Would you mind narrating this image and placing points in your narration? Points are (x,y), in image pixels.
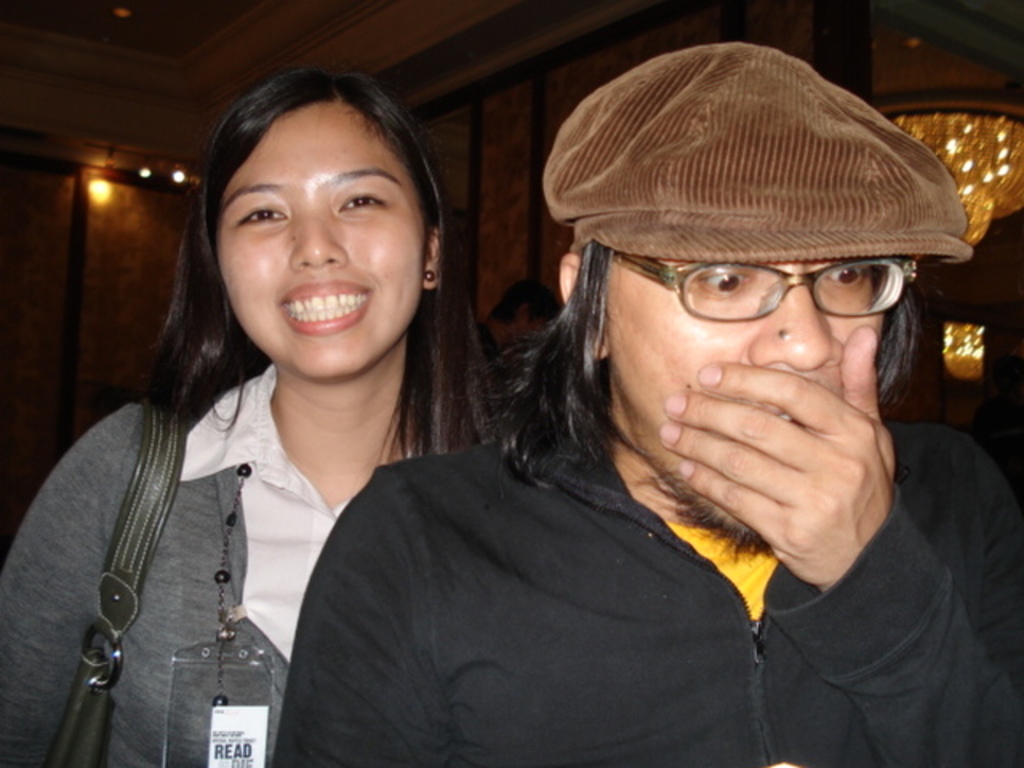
In this image I can see two persons (475,388) in the front (171,365) and I can see one of them is smiling. On the left side of the image (292,518), I can see she is carrying a bag (146,448) and she is wearing an ID card (246,473). On the right side of the image (936,481), I can see he is wearing a black colour jacket (788,645), a specs (677,288) and a cap (720,202). On the both sides of the image I can see number of lights (99,195) and I can also see something is written on the ID card (197,703).
